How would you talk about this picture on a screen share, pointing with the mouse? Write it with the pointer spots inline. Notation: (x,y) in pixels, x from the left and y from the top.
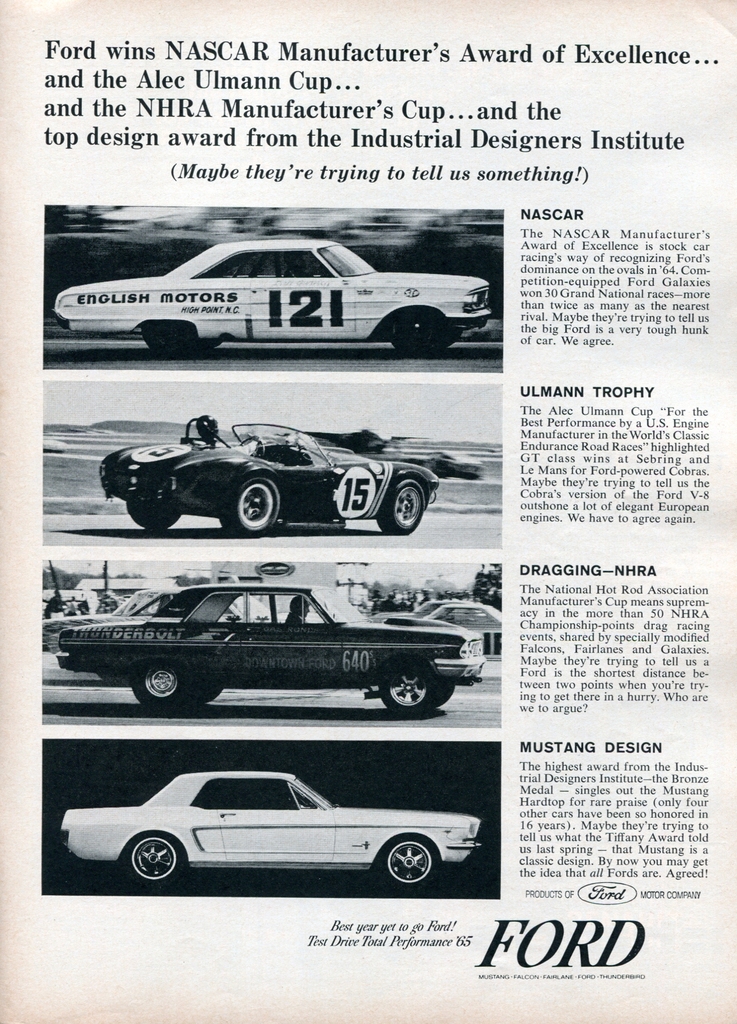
In this picture I can see paper (319,826) on which I can see some images (316,361) of cars (181,652) and something written on the paper (484,774).
